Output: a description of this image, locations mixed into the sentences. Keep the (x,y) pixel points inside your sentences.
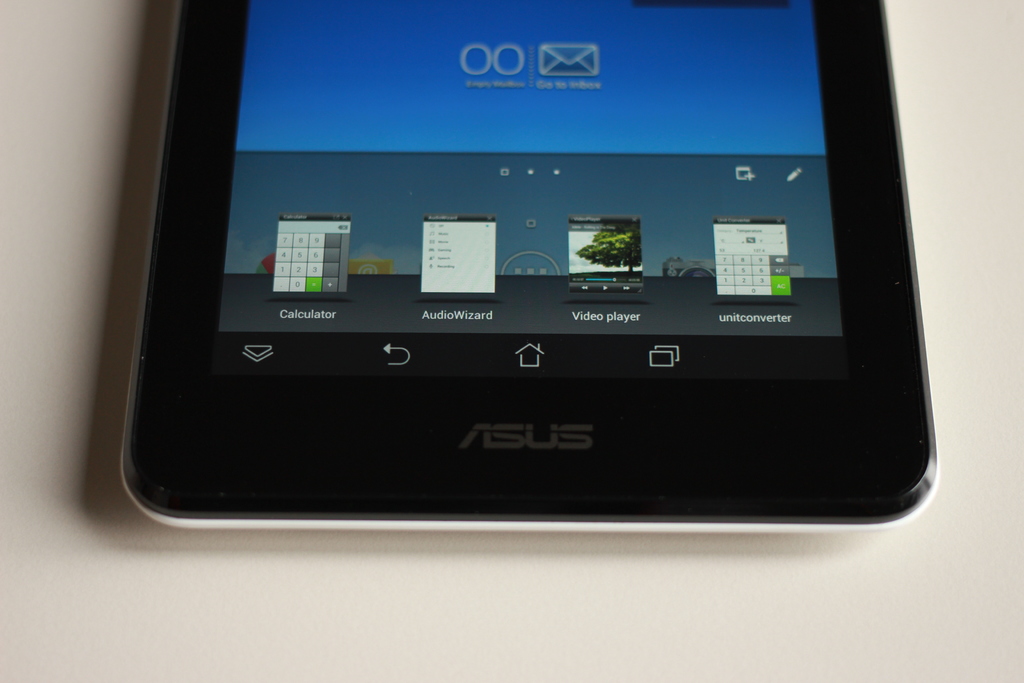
In this image I can see a mobile (407,325) on a surface (6,437). On the mobile display (443,257) I can see some icons (390,269).
